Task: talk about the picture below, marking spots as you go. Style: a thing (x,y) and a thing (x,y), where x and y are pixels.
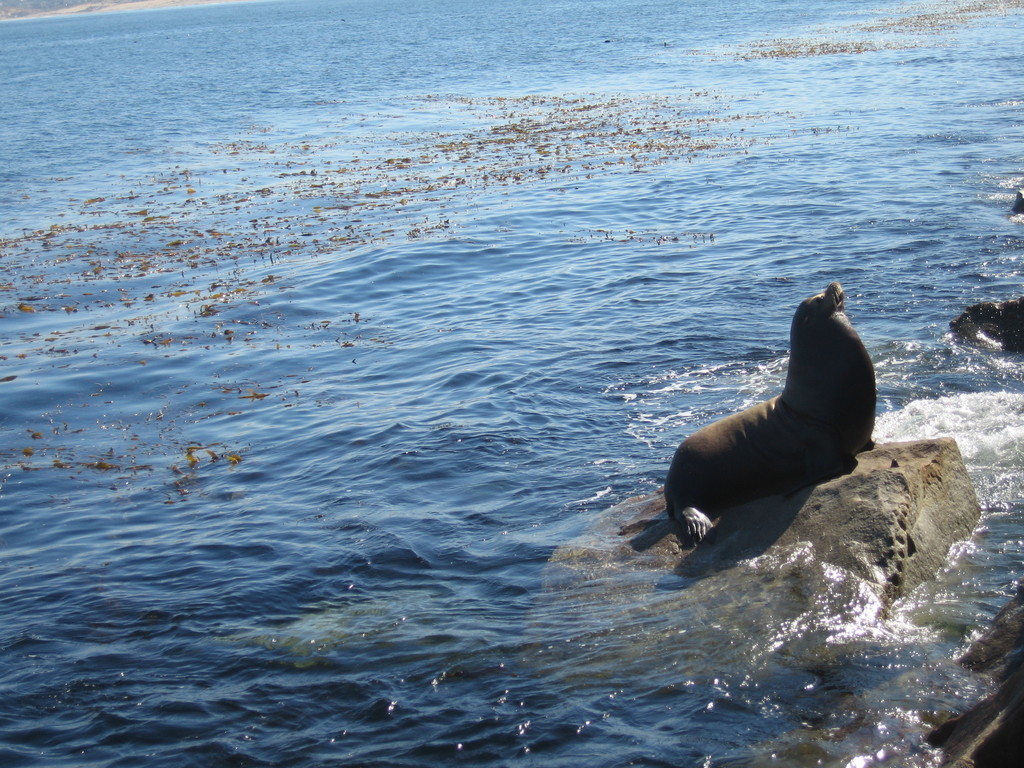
In this image, there is a seal fish (765,418) on the rock (791,528) which is in the sea (370,492).
